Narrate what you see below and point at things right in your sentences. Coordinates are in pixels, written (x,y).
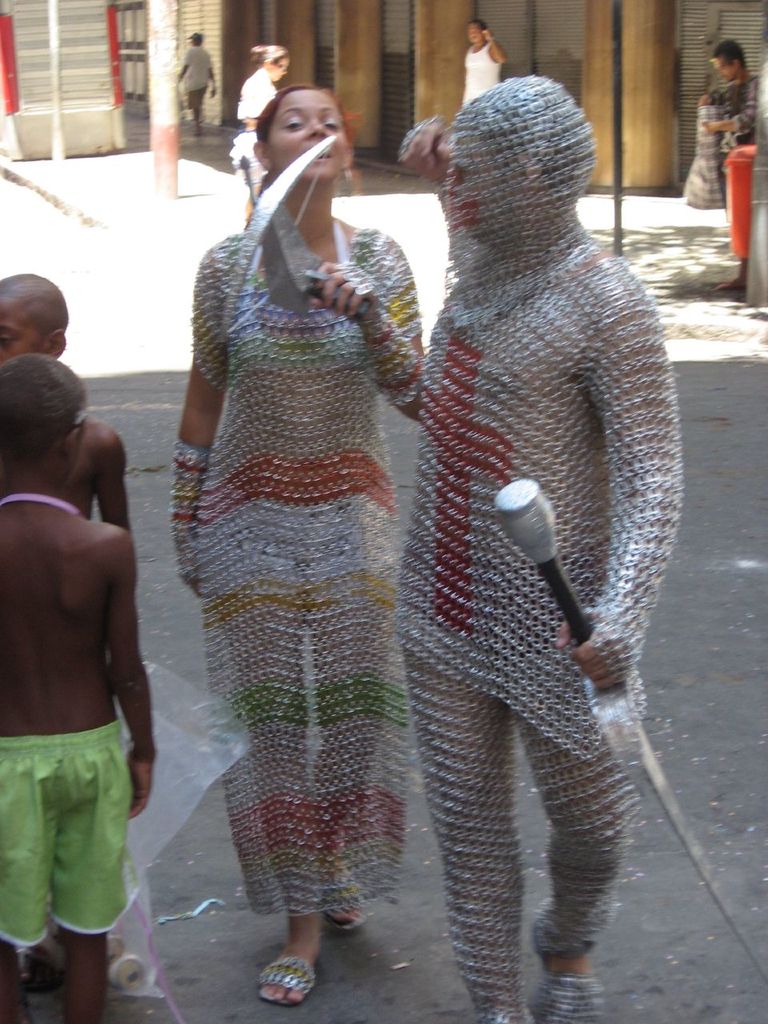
In this image I can see two persons (359,630) wearing costumes (321,398), holding metal objects (524,504) in the hands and walking on the road (406,959). On the left side (66,551) two children (60,586) are standing and there is a bag (146,874). In the background (719,116), I can see some more people (192,52) on the road (182,261). At the top of the image (248,44) there is a building (355,52) along with the pillars (250,48).
